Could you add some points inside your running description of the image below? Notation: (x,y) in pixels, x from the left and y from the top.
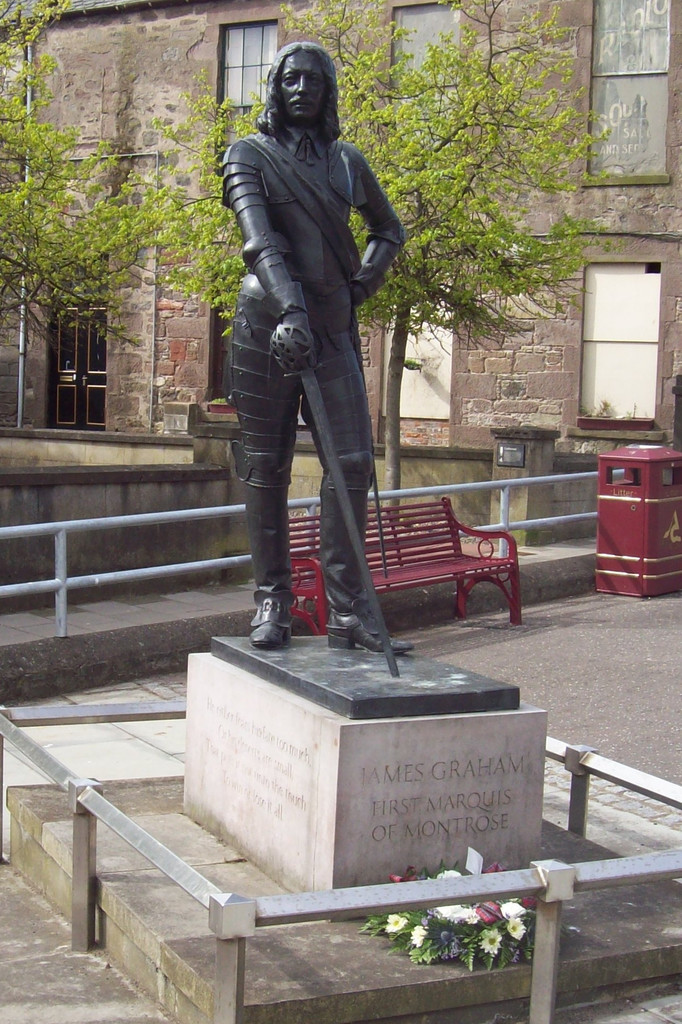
In this image we can see one building (401,49) with windows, one black door (86,306), one pipe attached to the building wall (83,70), some trees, some pillars (528,452) with small wall (65,515), one board (518,452) attached to the small pillar (497,494), one fence (529,480), one bench (456,553) on the road (570,611), one litter bin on the road (509,638), one big statue (401,707), some text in the statue pillar (411,822) and some flowers (428,961) with leaves (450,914) near the statue (505,705).
